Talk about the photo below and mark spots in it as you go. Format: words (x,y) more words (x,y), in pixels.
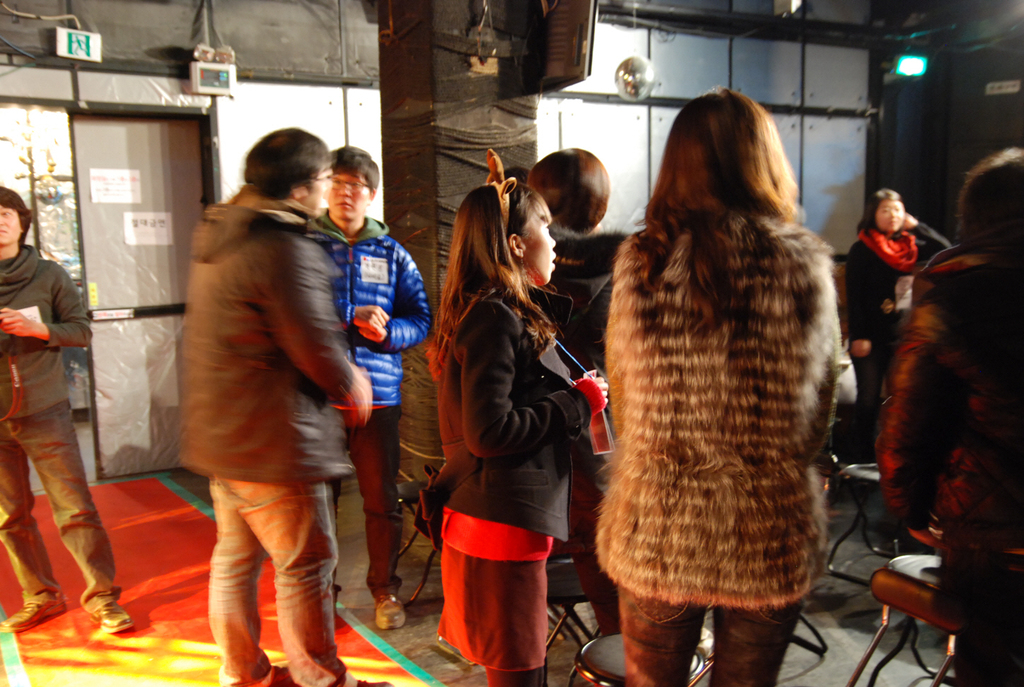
In this picture we can see some people (687,441) are standing, on the left side (180,296) there is a door (118,157) and a board (80,52), we can see a pillar (391,181) in the middle (419,235), on the right side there are some chairs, we can see a light (903,64) in the background (908,75).
